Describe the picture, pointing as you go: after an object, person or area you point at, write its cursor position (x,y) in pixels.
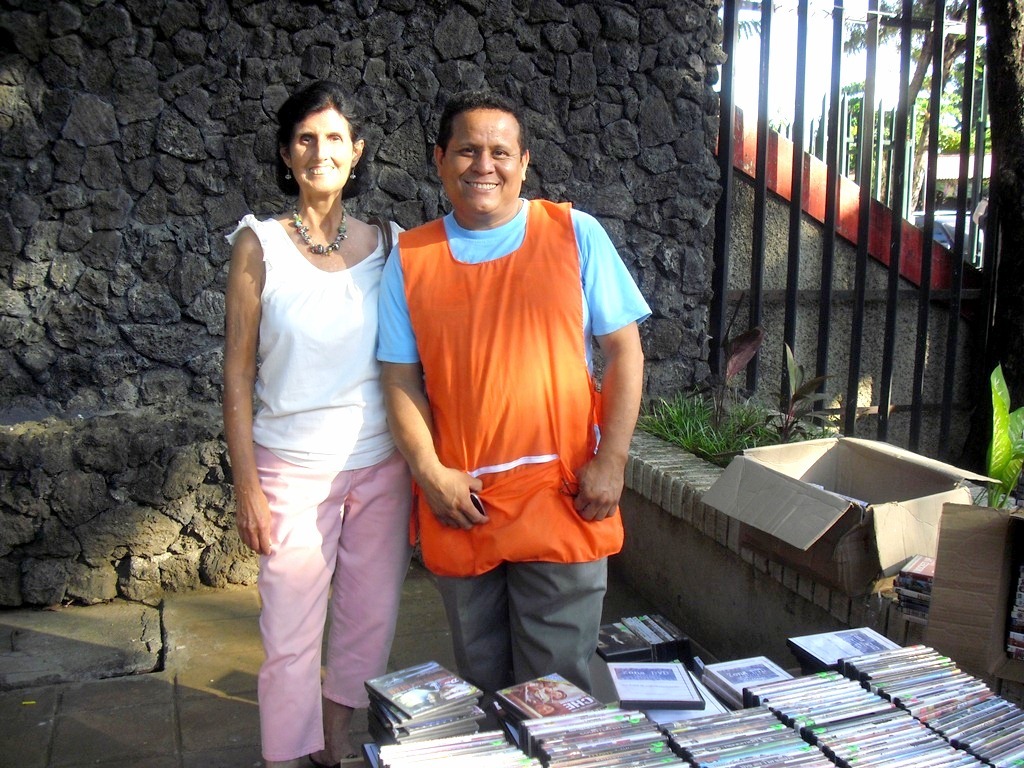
In this picture we can see a man (572,629) and a woman (315,631) standing on the path (404,606). We can see a few DVD cases (961,677). There are some boxes (823,542) on the wall (725,623). We can see a few trees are visible in the background (846,42).
